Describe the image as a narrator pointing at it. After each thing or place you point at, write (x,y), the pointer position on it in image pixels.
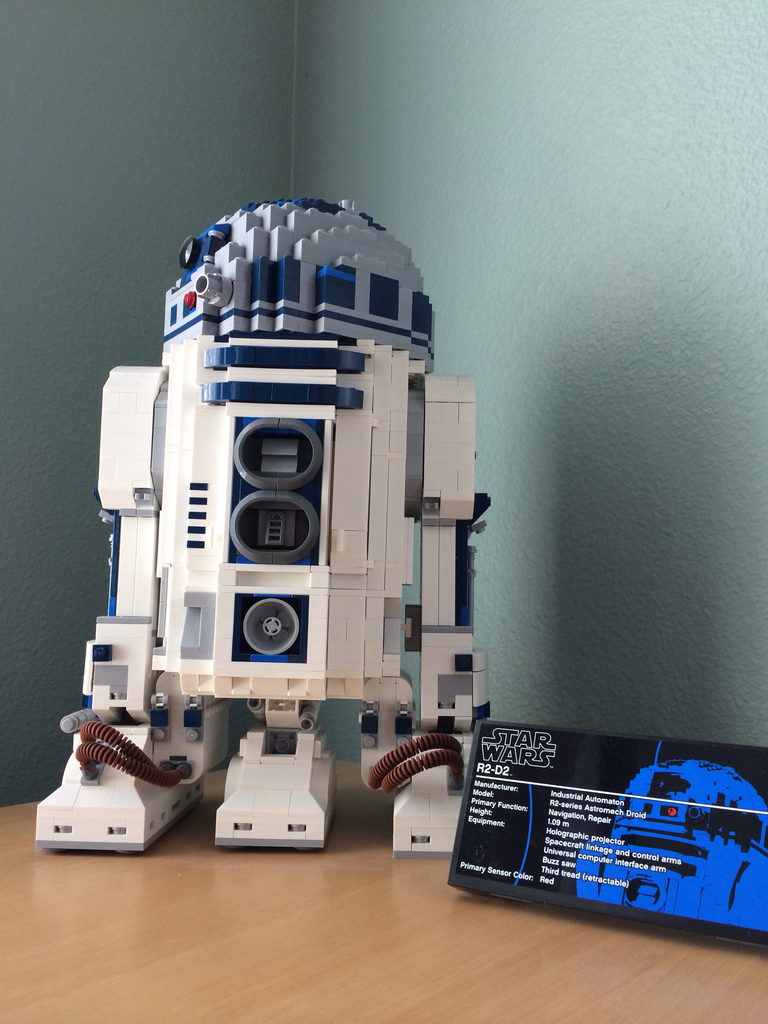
In this image I can see a machine (292,732) and some object (564,851) on a wooden surface (387,902). In the background (422,238) I can see a wall (589,224).
